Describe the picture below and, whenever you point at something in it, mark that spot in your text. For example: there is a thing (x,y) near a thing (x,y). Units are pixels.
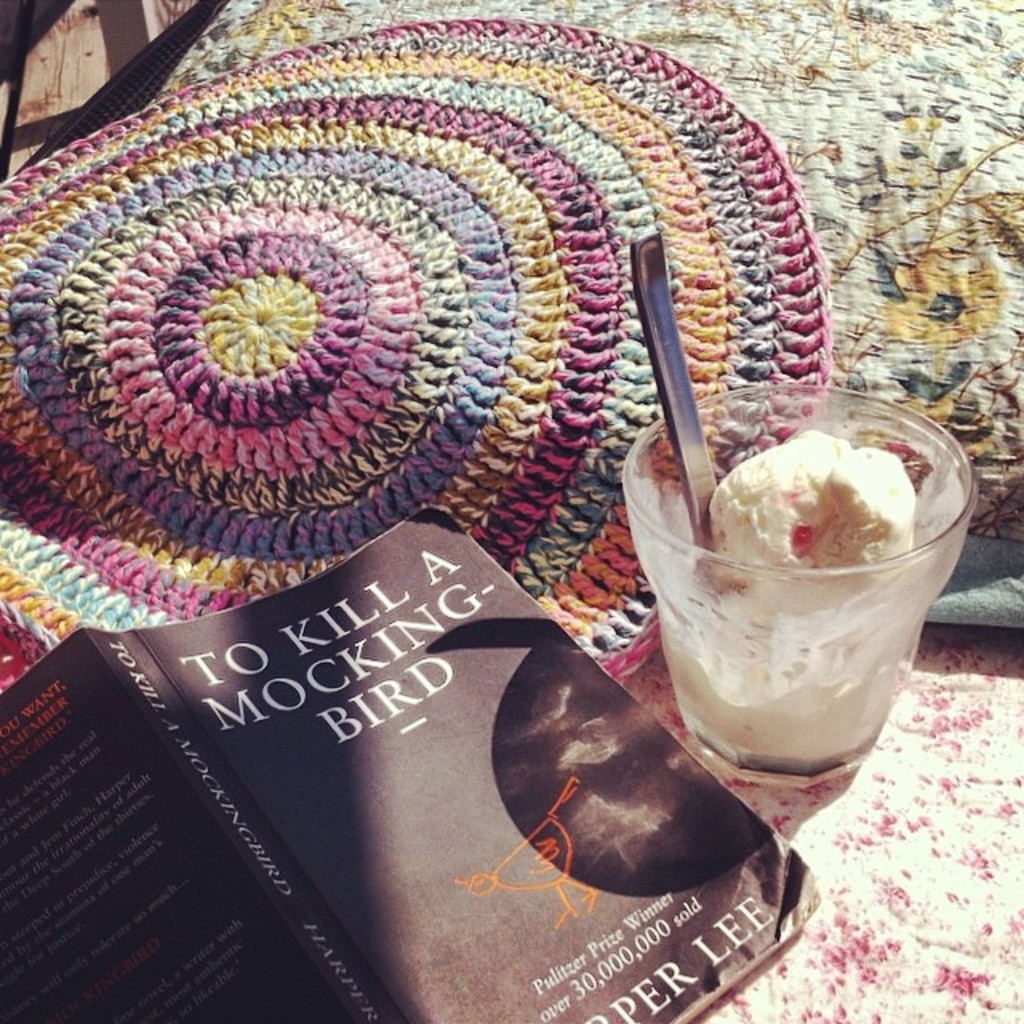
In the foreground of this picture (387,646) we can see a book (233,718) and we can see the text (409,625) and some picture (564,792) on the cover (233,826) of the book (627,752). On the right (782,642) we can see a glass (791,570) containing a food item (811,488) seems to be an ice cream (798,527) and we can see the spoon (691,430) in the glass (821,394). In the background (867,62) we can see an object (840,65) seems to be the bed (819,87) and a cloth (227,156) which seems to be the mat (375,361).
